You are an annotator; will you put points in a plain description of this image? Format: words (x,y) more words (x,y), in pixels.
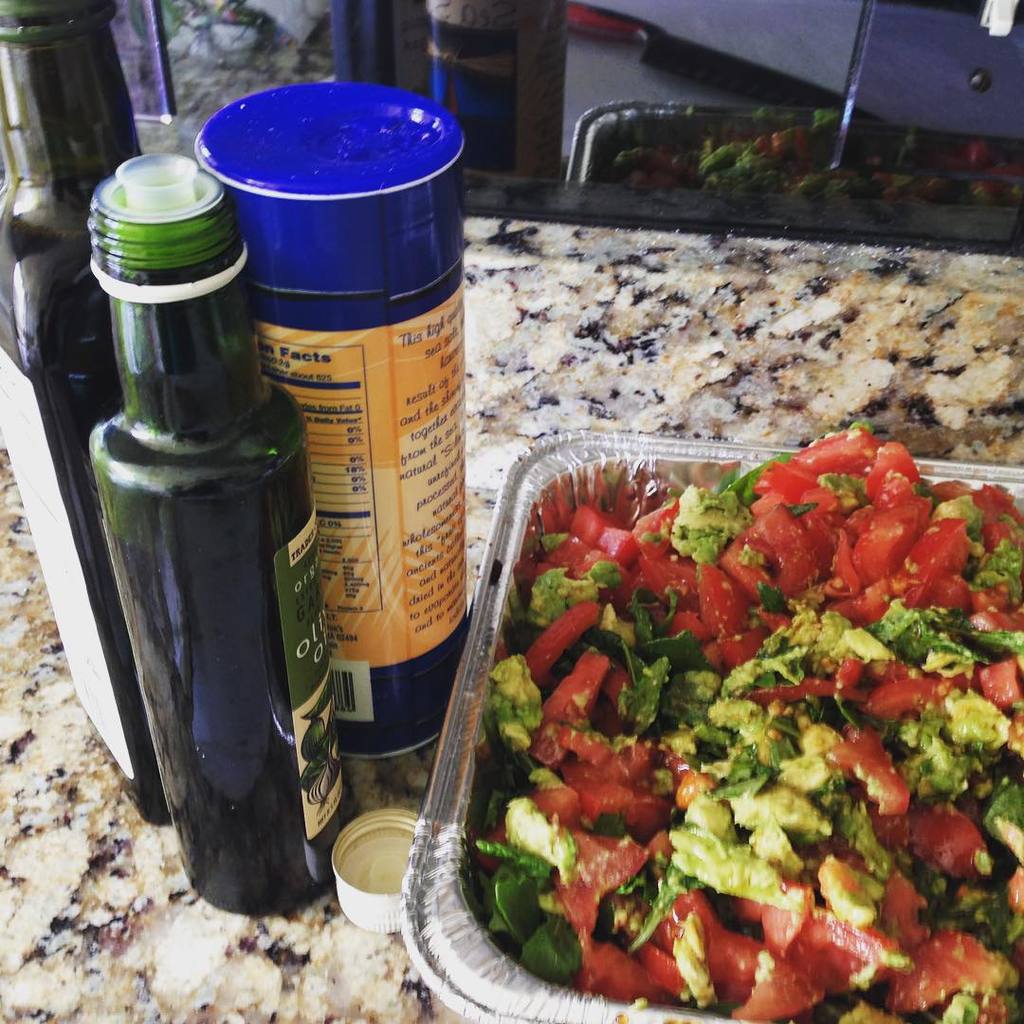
In this image we can see some bottles (268,594), a cap (398,836) and a container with food (615,708) is placed on the counter top (203,103). In the background (224,11), we can see a glass door (914,86).
